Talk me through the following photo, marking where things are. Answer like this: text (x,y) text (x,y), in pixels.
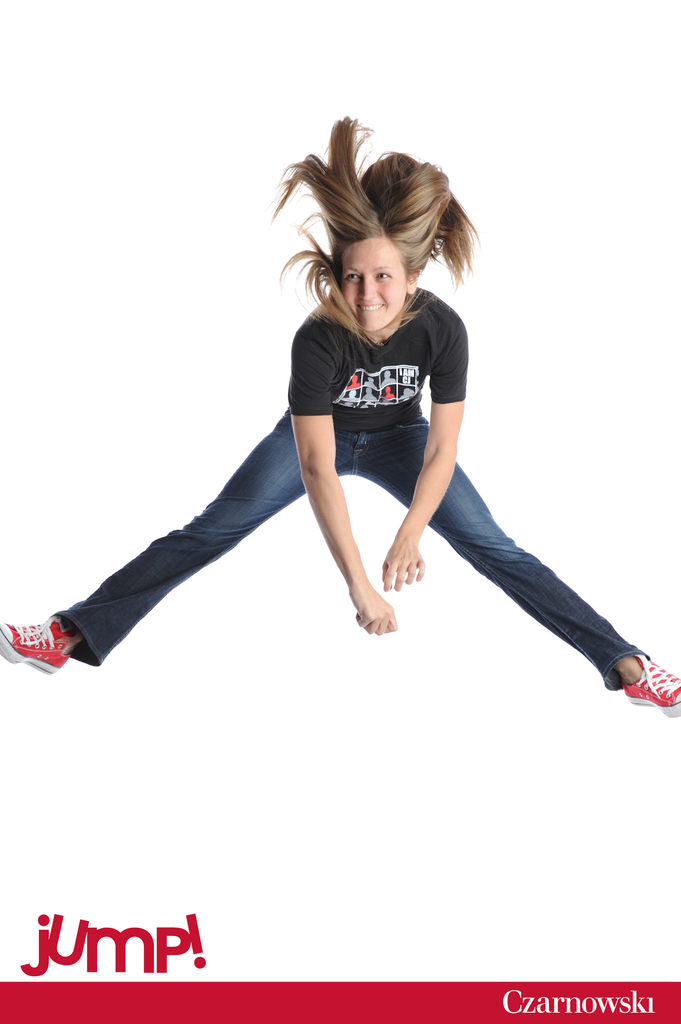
In the center of the image (359,473) we can see a lady (308,437) jumping and she is smiling.
